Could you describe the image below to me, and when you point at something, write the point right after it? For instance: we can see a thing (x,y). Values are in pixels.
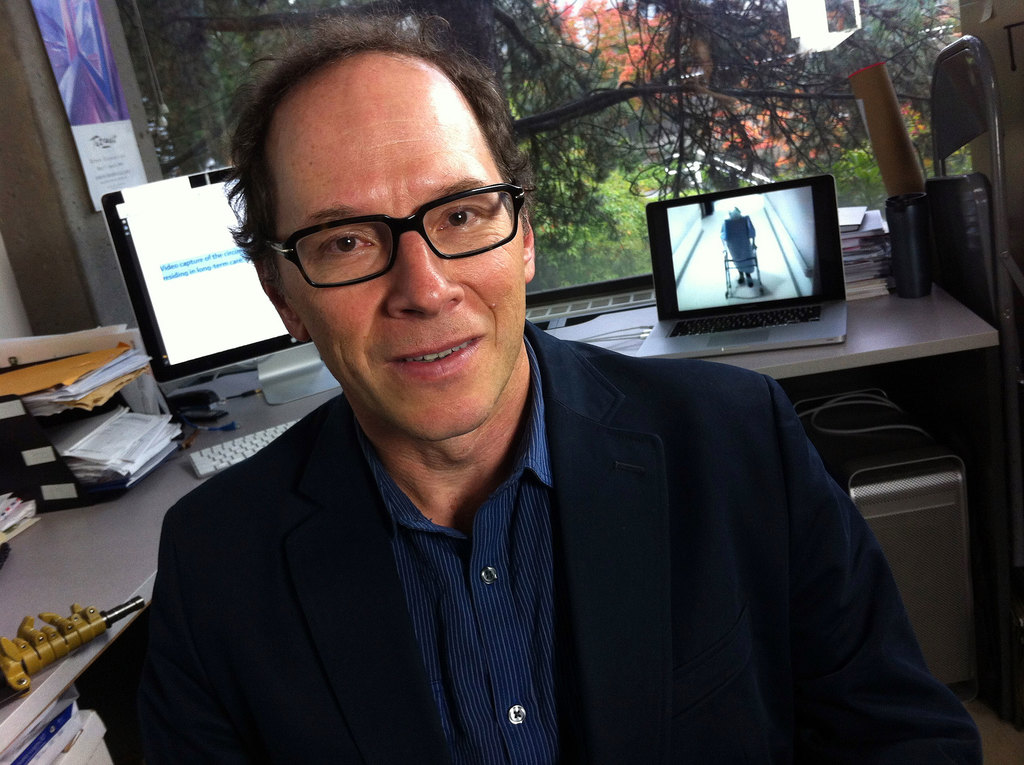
In this image I can see the person (582,609) and the person (650,677) is wearing black blazer (673,656), blue color shirt (423,619). Background (101,370) I can see the system (214,368), few papers (112,423) on the table (116,583) and I can also see the laptop (766,309). Background (609,245) I can see few trees (583,146) in green color.
